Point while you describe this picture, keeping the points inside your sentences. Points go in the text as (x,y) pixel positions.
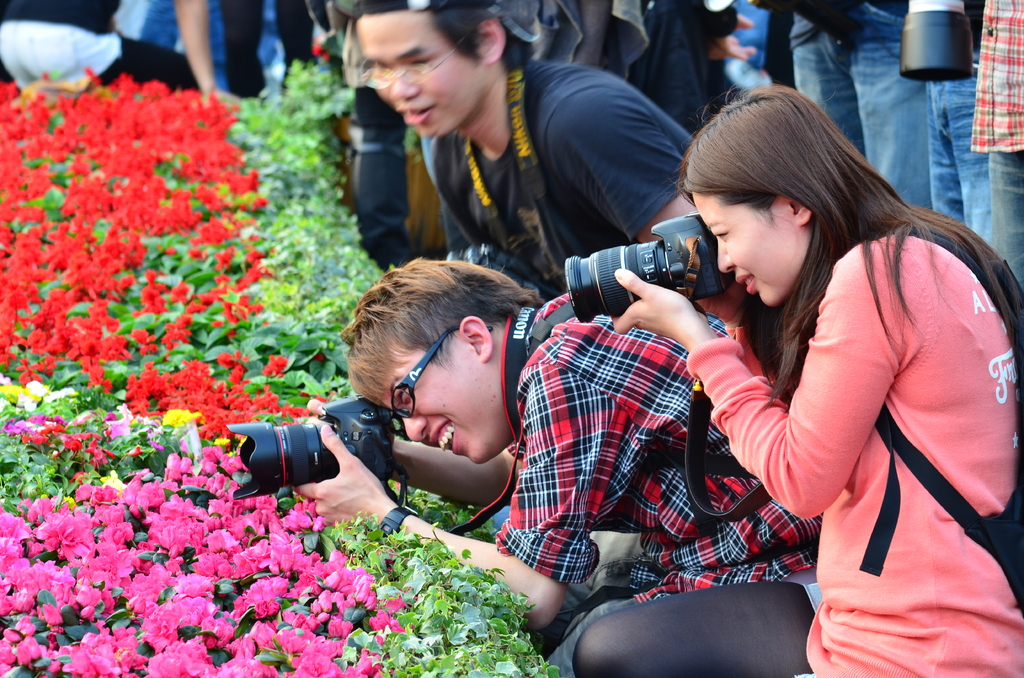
Here we can see a group of people (652,107) and at the right side (699,367) we can see two people (797,550) who are taking pictures with their cameras (323,476) of the flowers (193,536) present in front of them.
